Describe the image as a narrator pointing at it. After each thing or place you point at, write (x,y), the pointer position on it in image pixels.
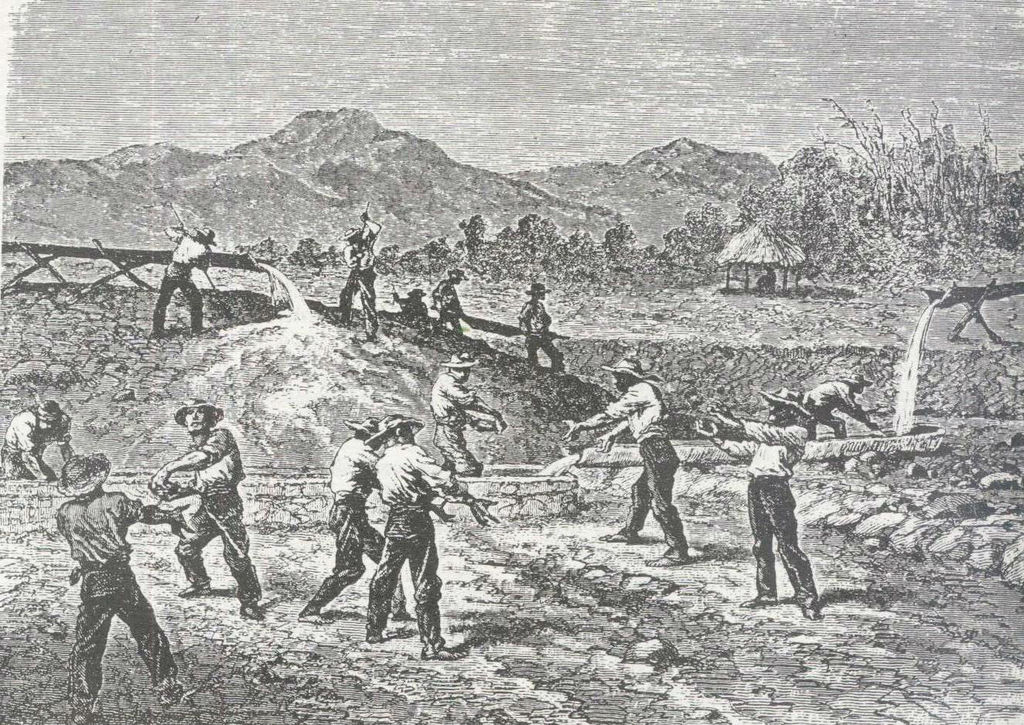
In this picture there is a poster (252,436) in the center of the image (424,450), in which there are people (407,435) on the right (803,407) and left side of the image (339,498), they are working together, there are trees (890,235) and mountains (453,216) in the background area of the image (493,216) and there are water pipes (1012,286) on the right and left side of the image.
